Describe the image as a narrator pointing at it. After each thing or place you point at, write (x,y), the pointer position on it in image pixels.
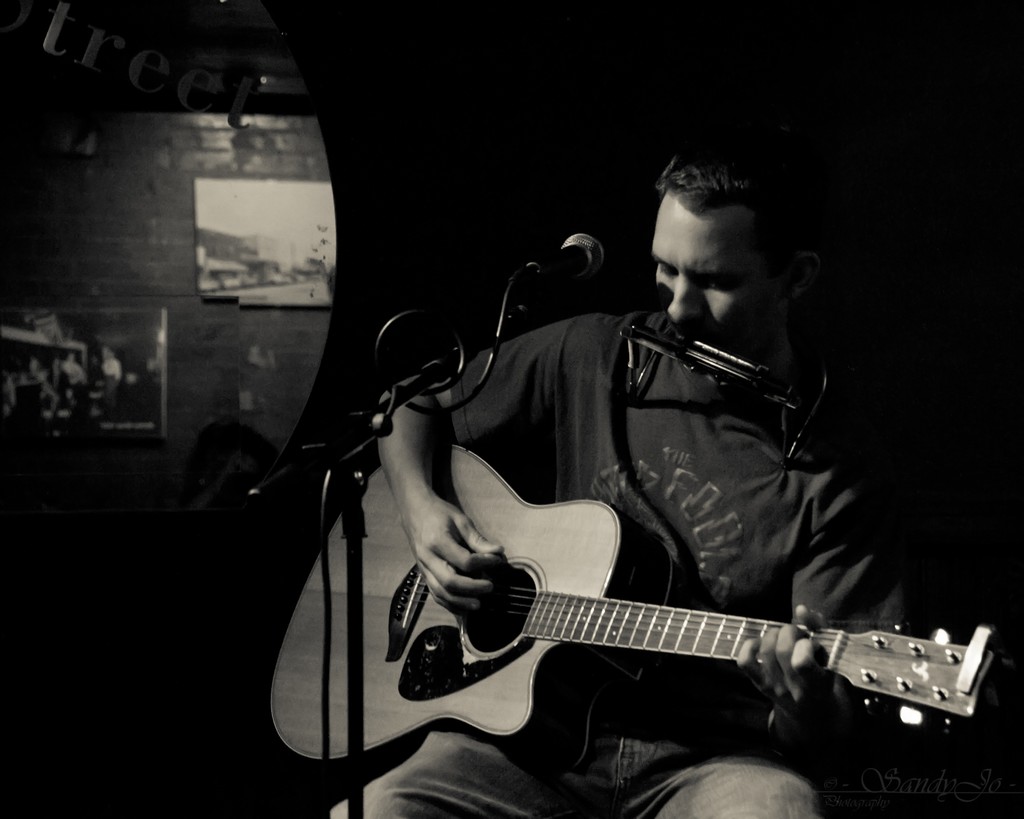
It is a black and white picture, a person (769,582) sitting on a chair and playing guitar (749,628) there is a mike (596,250) in front of him in the background (193,236) there is a wall (6,216).
